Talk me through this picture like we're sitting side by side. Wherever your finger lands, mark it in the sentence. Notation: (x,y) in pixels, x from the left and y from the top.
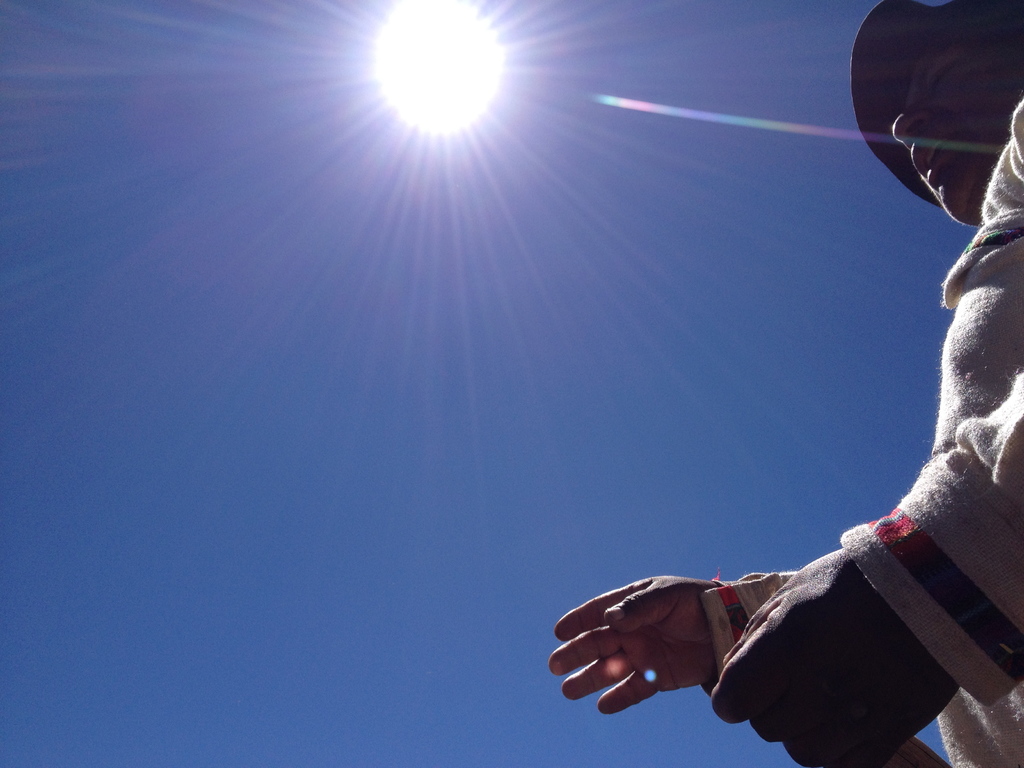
This image consists of a man (888,703) wearing a hat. At the top (308,125), there is a sun (436,108) in the sky (147,258).
